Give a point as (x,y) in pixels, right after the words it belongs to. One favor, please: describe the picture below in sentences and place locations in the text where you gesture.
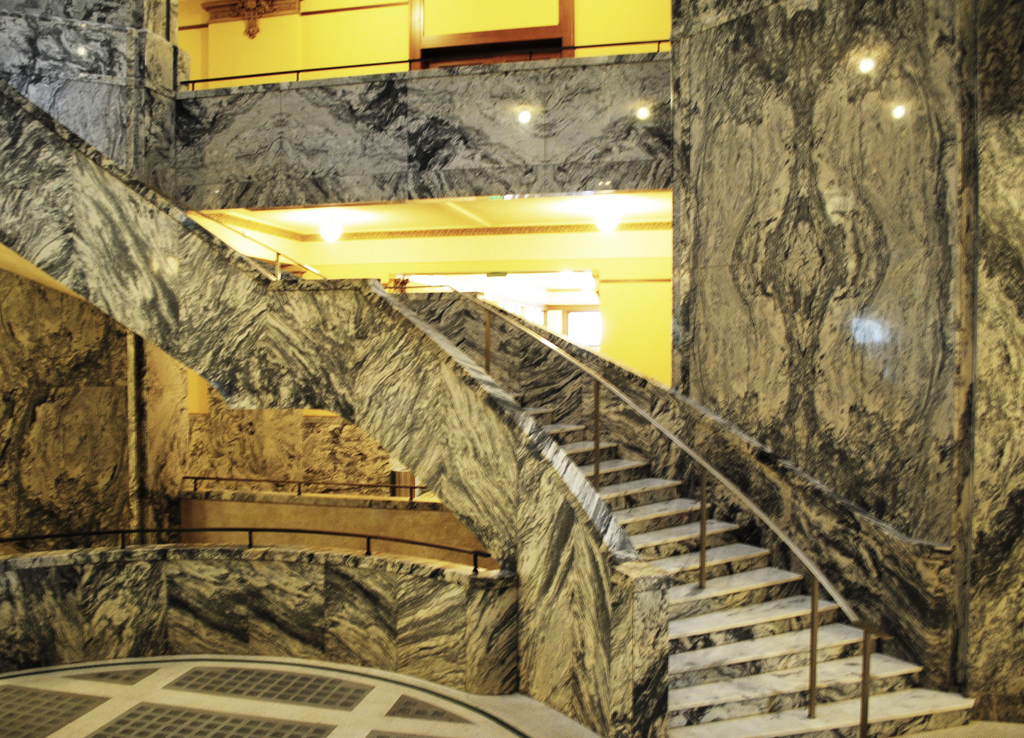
Here we can see staircase (580,540). This is floor (326,692). In the background (537,318) we can see lights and wall (892,246).
